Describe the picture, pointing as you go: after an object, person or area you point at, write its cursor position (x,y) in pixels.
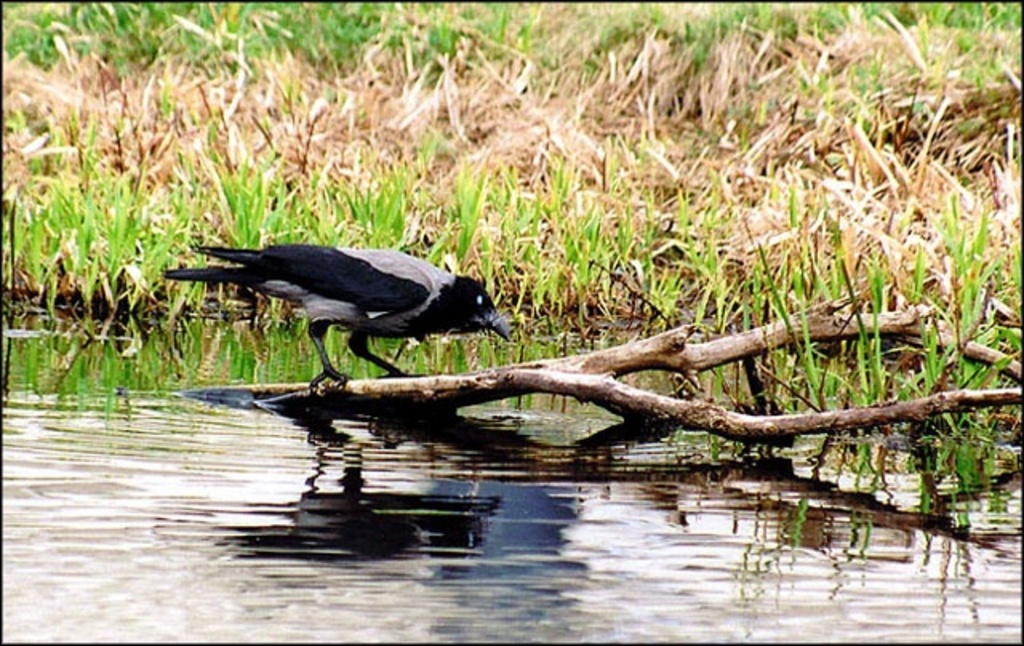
In this picture, we see the bird (384,323) is on the wooden stick (597,367). This bird (395,311) is in black color. At the bottom (358,520), we see water (533,514) and this water (430,572) might be in the pond (367,515). In the background (706,231), we see the grass (530,147).
